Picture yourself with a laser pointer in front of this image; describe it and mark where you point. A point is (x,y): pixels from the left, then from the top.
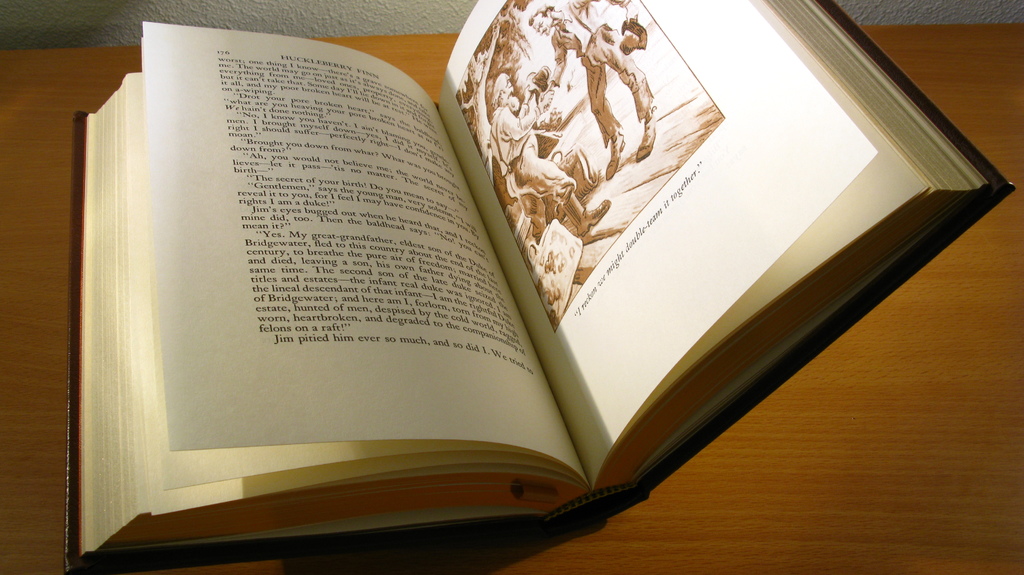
In this image we can see a book (564,228) placed on a table (825,399).
